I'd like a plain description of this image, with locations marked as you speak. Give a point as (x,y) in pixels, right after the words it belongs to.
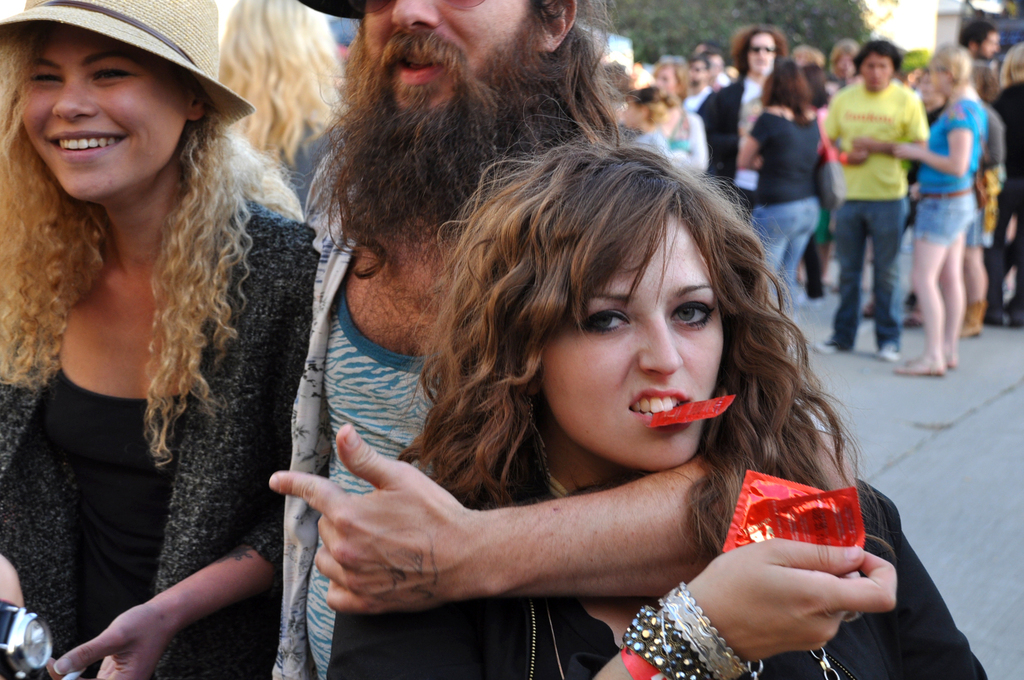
In this image we can see a group of people (361,352) standing on the ground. In that we can see a woman (763,556) holding some covers (813,521). On the backside (798,7) we can see a tree (794,19).
